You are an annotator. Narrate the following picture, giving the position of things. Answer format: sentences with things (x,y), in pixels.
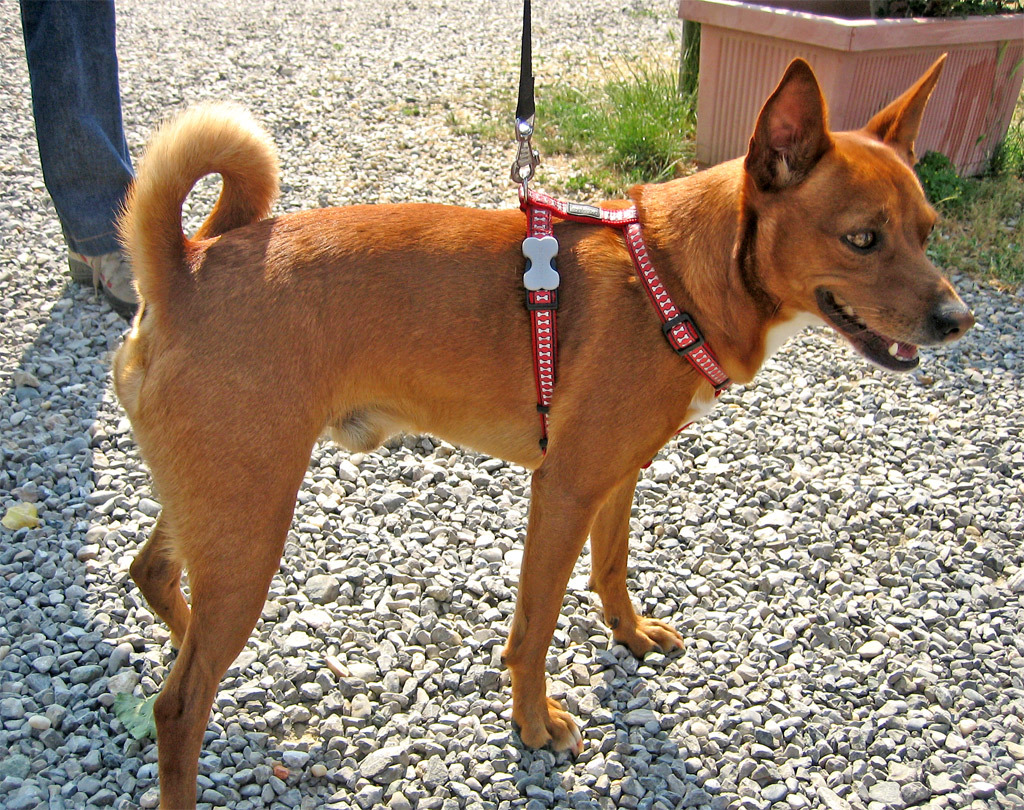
In this picture there is a brown dog (244,158) with a red color belt (539,240) hanged to his neck (645,275). On the floor (467,524) there are many small stones (499,498). To the left side of the image (52,57) there is a guy (70,101) standing.
